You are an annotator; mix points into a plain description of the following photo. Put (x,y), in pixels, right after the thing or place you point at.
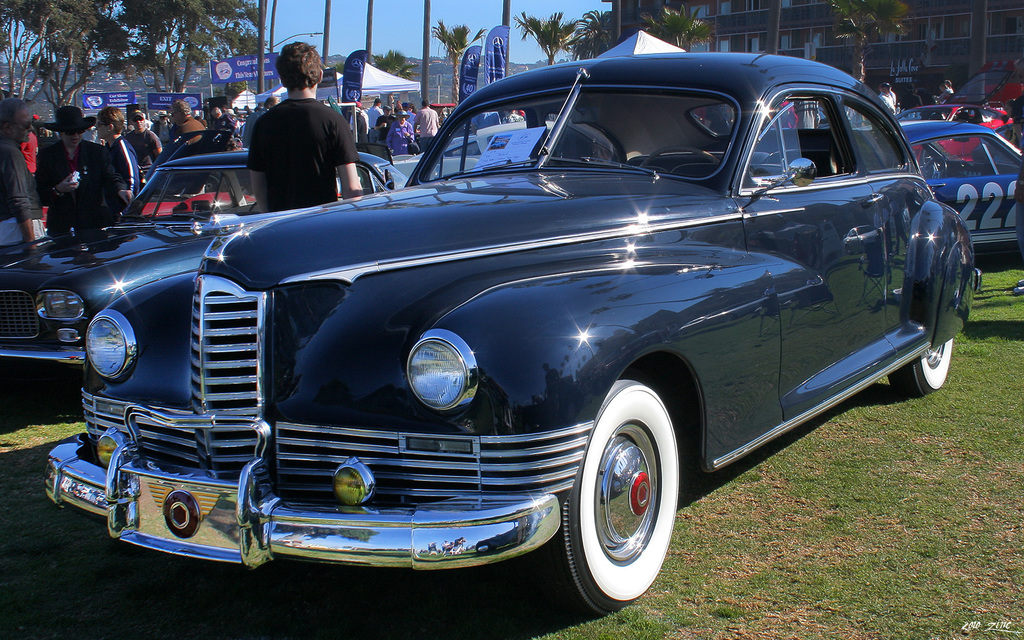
In the background (562,1) we can see the sky (532,4), hills (131,89), boards (218,78), people (6,136), tents (249,98), light pole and the trees (185,26). On the right side of the picture (951,48) we can see a building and the windows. In this picture we can see few people (19,136) standing near to the vehicles (655,323). At the bottom portion of the picture (744,549) we can see the green grass (744,549).
